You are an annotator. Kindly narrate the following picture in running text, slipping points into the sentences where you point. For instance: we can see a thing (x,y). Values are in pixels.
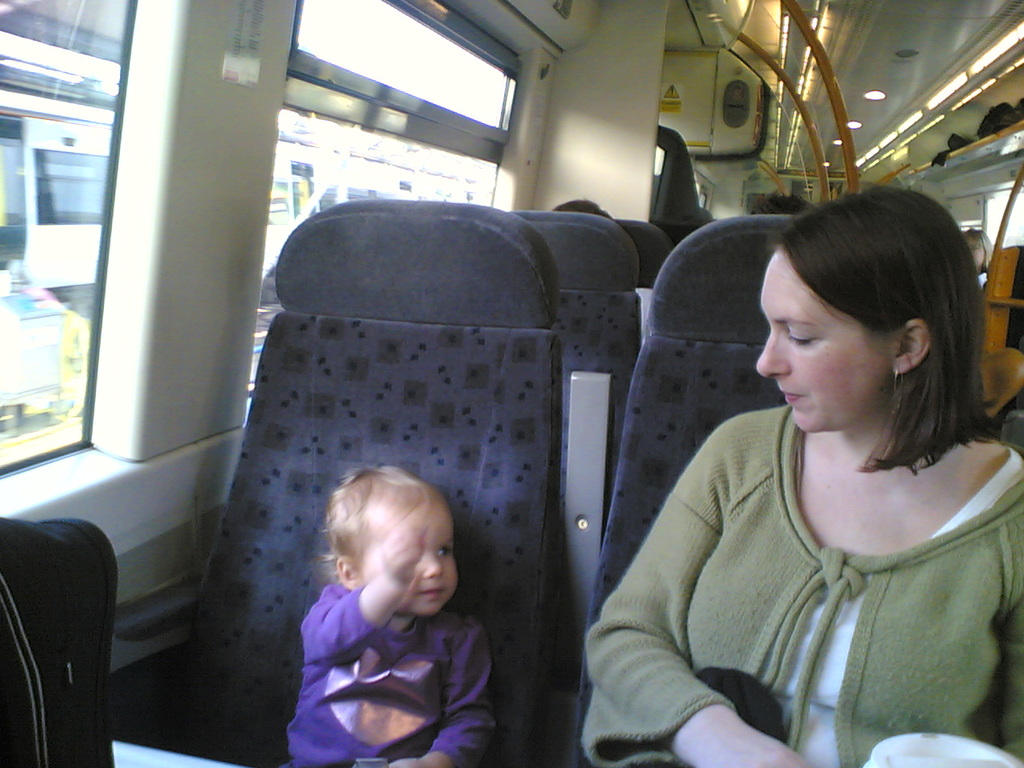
In this image there is a child (438,579) and a woman (817,549) sitting in their seats (585,412), which is in the train (178,263). Behind them there are a few more people (787,213) sitting in their seats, there are a few rods (853,142) and a few objects (1006,114). At the top of the image (899,46) there is a ceiling (812,73) with lights (944,101), beside the child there is a glass window (74,217) through which we can see there is an another train (55,241).
